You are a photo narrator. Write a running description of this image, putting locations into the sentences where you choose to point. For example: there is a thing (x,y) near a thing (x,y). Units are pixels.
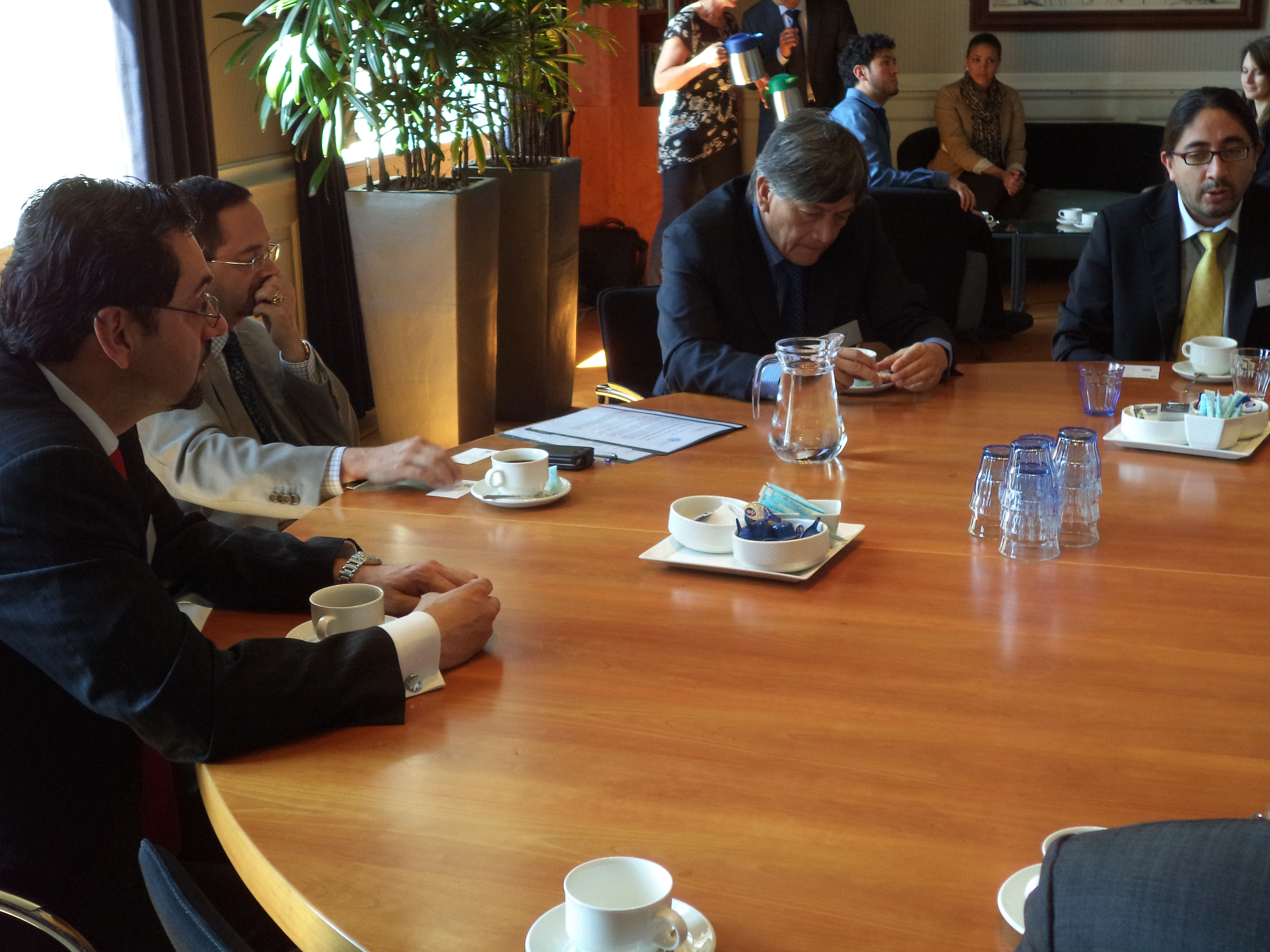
In this image I can see group of people (766,267) sitting and two of them are standing. In front of them there is a cup (521,481), papers (634,441), flask (783,409), glass (996,520) on the table (743,697). There are some plants (428,155) and wall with windows (88,90).
